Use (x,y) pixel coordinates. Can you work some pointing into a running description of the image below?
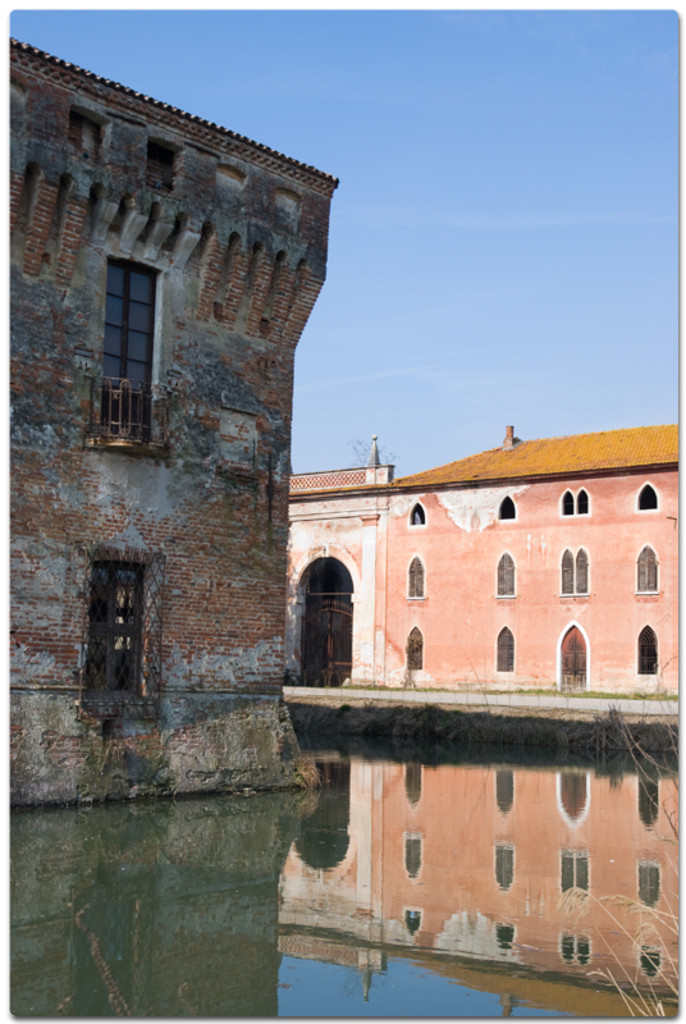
In this image I can see water (402,880) at the front (103,805). There are 2 buildings (301,592) which have windows (642,656) and there is a door (326,597) at the back (319,588). There is sky (545,261) at the top (545,261).
